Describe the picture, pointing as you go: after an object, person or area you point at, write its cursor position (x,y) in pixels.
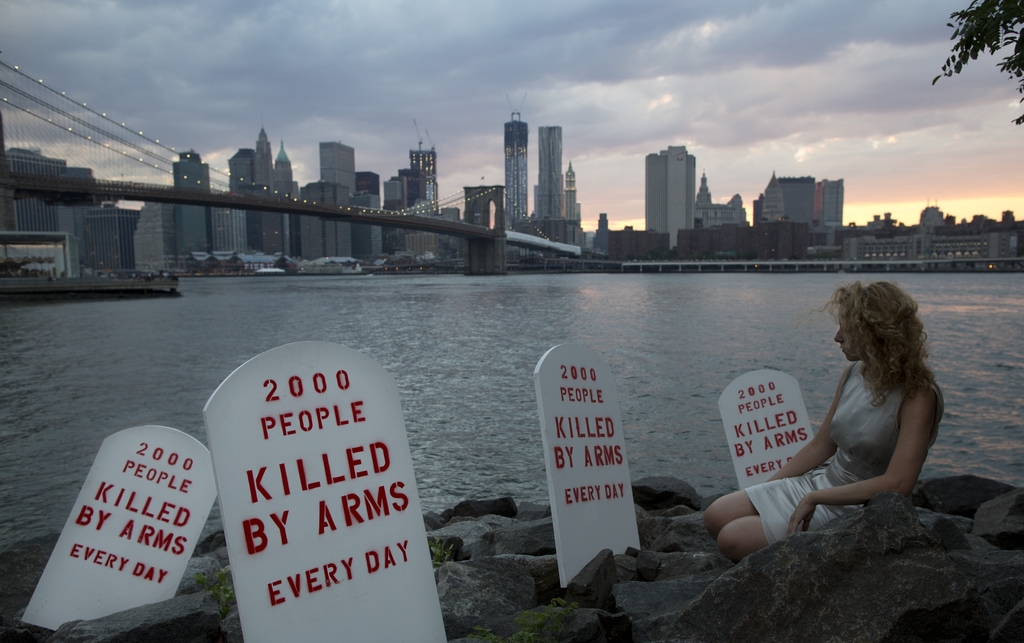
At the top of the image (564,74) we can see sky (445,60) with clouds (386,63), bridge (327,209) on the river (651,462), buildings (240,160), skyscrapers (669,201) and tree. At the bottom of the image (256,450) we can see boards (246,477) and some text (590,445) written on them and a woman (769,519) sitting on the rocks (595,566).
